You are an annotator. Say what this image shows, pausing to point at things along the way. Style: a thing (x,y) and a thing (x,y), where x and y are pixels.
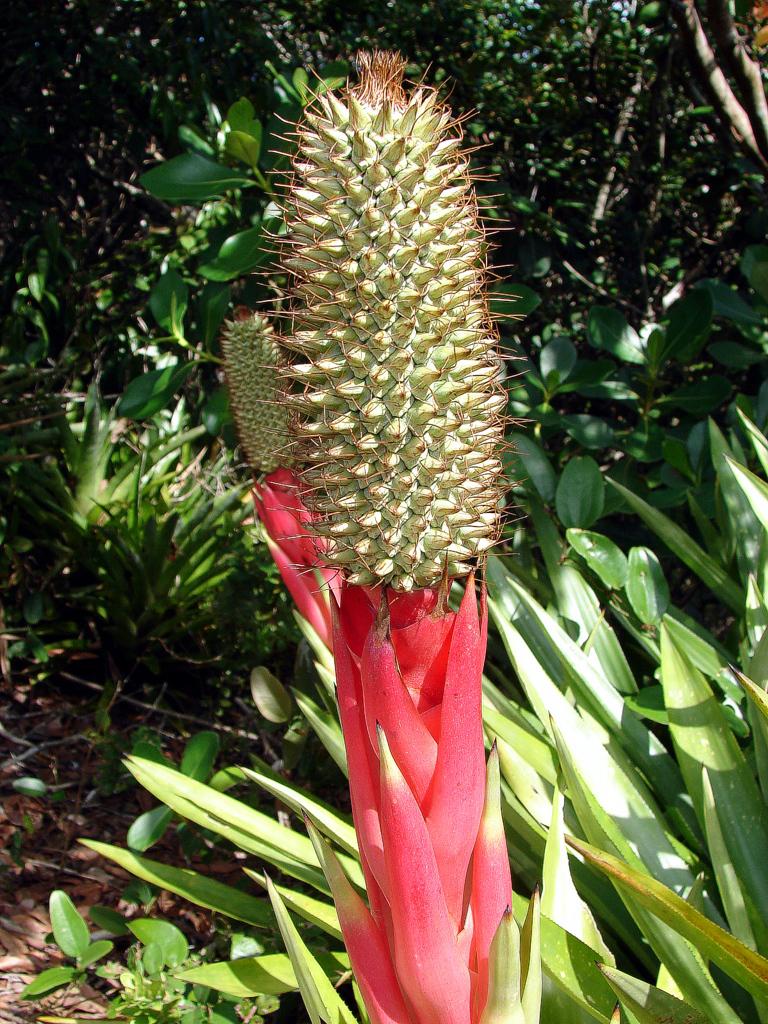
In this image there are plants (562,556) and we can see trees (176,103).
